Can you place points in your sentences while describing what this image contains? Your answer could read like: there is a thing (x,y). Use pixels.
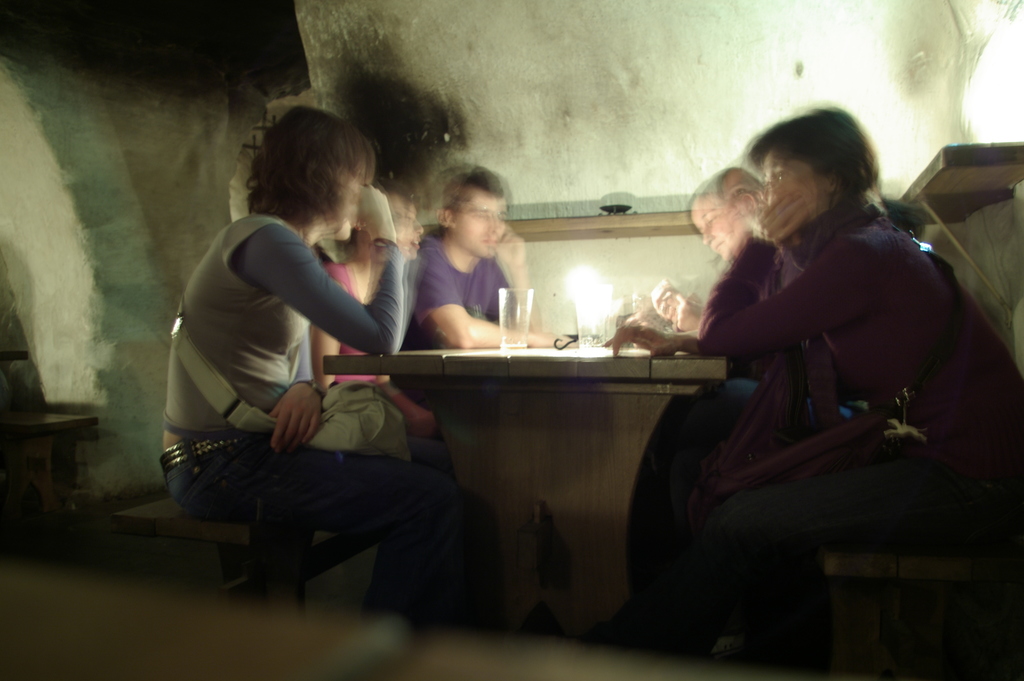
In this image I can see there are the few persons (396,262) sitting on the benches (846,578) and in front of them there is a table (470,424), on the table (497,364) I can see a light (588,274) and glass (519,299), back ground (487,56) there is a wall (555,54). And left side I can see a bench (45,415).
